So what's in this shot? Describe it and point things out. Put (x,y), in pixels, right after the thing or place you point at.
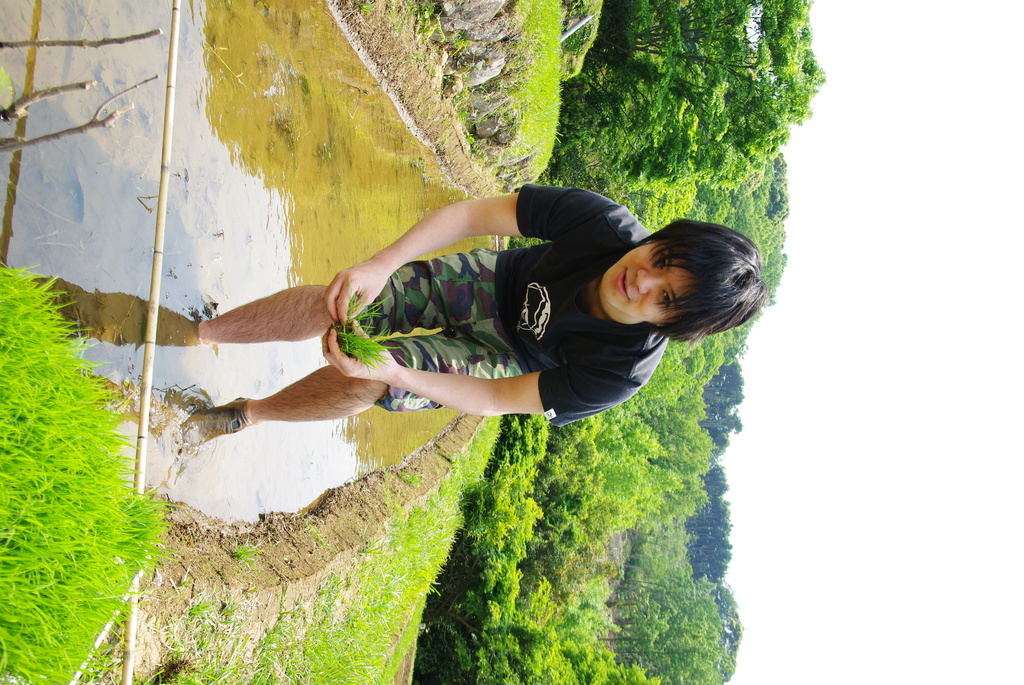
In this image we can see a boy (410,323) is standing in the water (158,382). In the background (636,37), we can see trees (735,196). There is the sky (933,208) on the right side of the image (896,398). We can see the grass (20,448) on the left side of the image (6,427). There is a bamboo (151,370) on the left side of the image (177,24).
